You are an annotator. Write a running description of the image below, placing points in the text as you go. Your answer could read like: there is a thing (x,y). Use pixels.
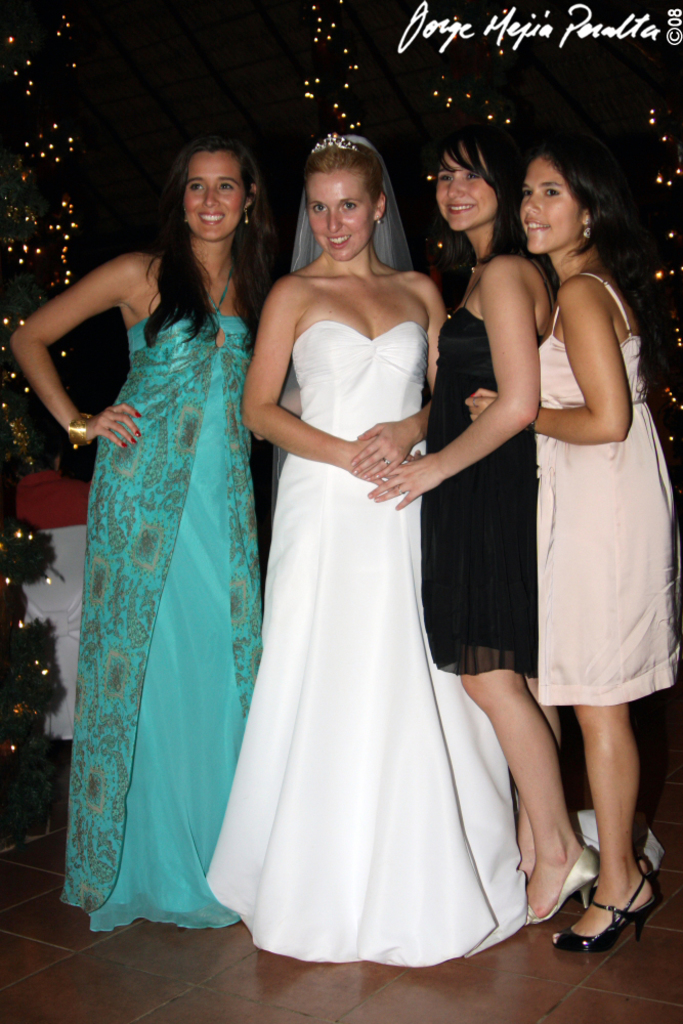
In this picture there are four women (343,531) standing and there is something written in the right top corner (639,17).
